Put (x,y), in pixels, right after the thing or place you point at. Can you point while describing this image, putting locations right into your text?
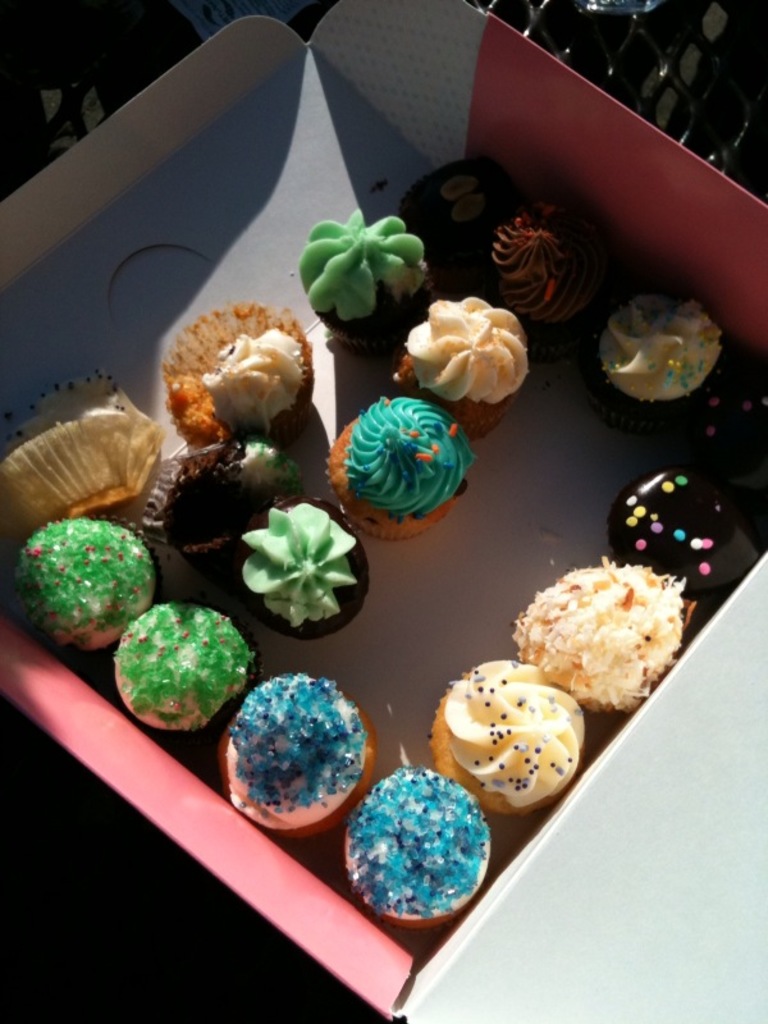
This image consists of a box (364,676). In that there are so many cupcakes (283,612).
